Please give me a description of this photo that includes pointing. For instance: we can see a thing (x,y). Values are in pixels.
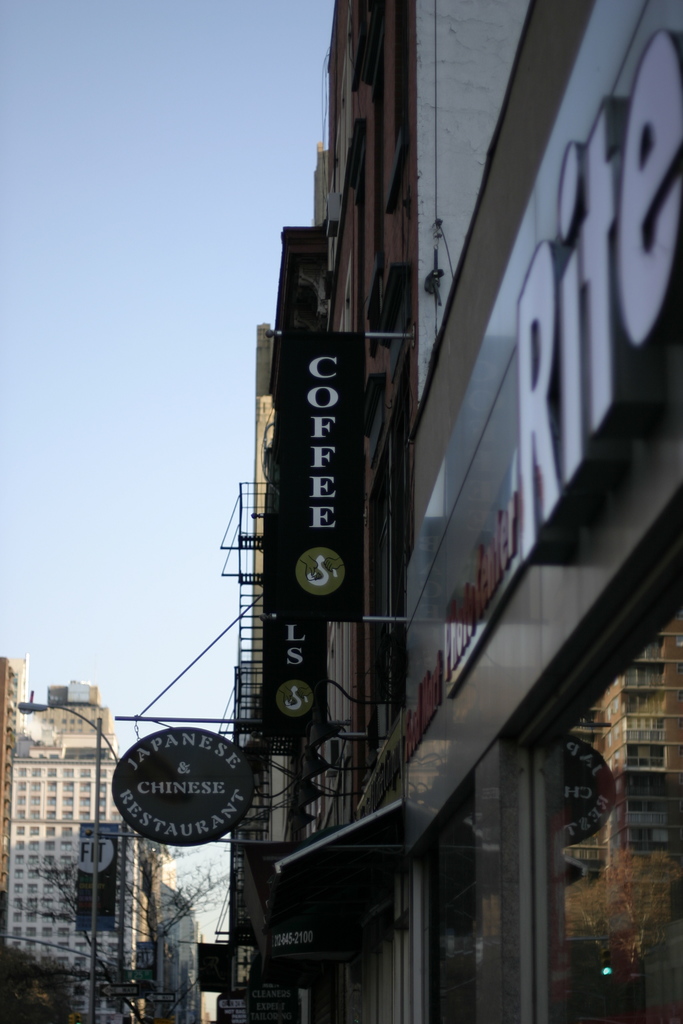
We can see buildings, boards (259,1002) and glass (656,894), through this glass (557,838) we can see building (637,738) and trees (595,930). In the background (116,932) we can see buildings (116,946), light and board (83,923) on pole (96,934), trees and sky (104,434).
